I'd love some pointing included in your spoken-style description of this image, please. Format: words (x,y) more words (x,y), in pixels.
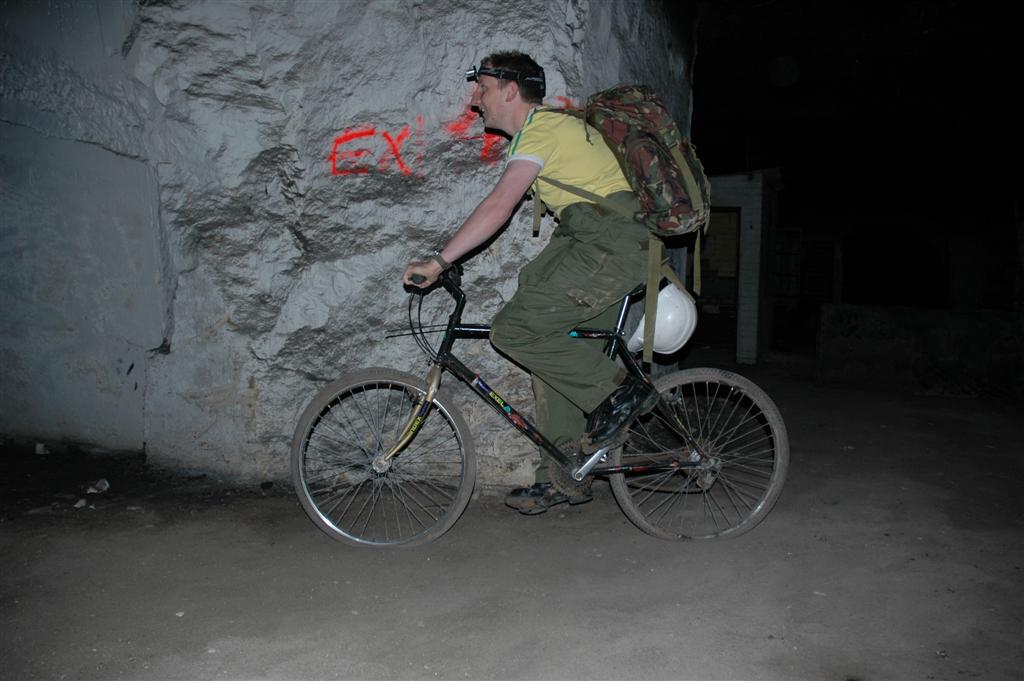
He is riding a bicycle (585,328). He is wearing a bag (626,124) and headlamp (540,84). We can see in the background (501,31) stone (307,15).
